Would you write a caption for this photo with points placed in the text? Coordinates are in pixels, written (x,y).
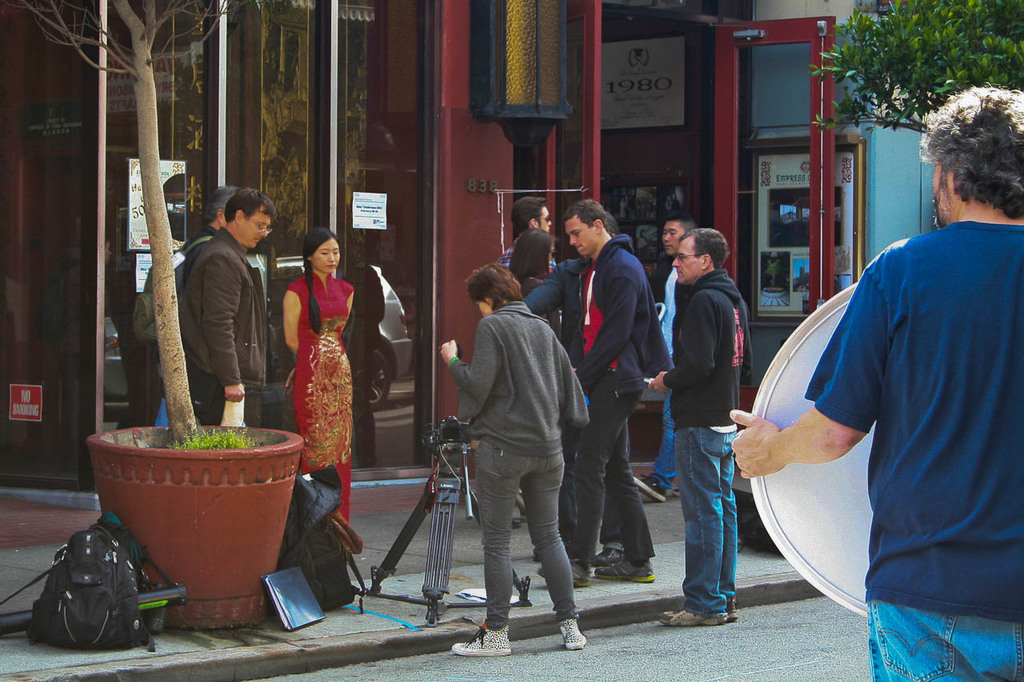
In the picture I can see a person (930,436) wearing blue color T-shirt (920,440) is holding some object (801,516) and is on the right side of the image (932,572). Here we can see a person (491,459) wearing grey color jacket (503,444) is standing near the tripod stand (440,564) and we can see a few more people (243,292) are standing on the sidewalk (234,641). Here we can see bags (102,582), flower pot (173,516) on the left side of the image (205,554). In the background (355,148), we can see the glass doors (396,132) of a building (582,161), we can see the boards (810,196) and trees (865,124).
